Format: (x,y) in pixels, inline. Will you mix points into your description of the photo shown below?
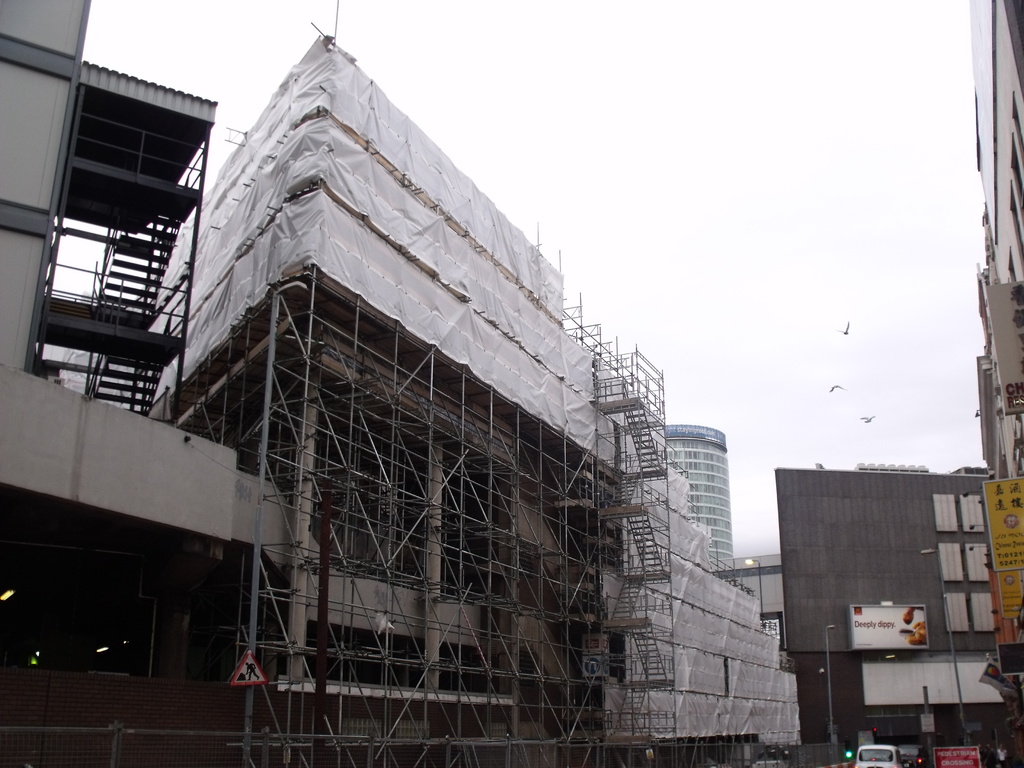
In this picture we can see buildings (532,662), here we can see a sign board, traffic signals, electric poles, banner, poster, person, vehicles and in the background (720,178) we can see sky (634,221) and birds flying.
